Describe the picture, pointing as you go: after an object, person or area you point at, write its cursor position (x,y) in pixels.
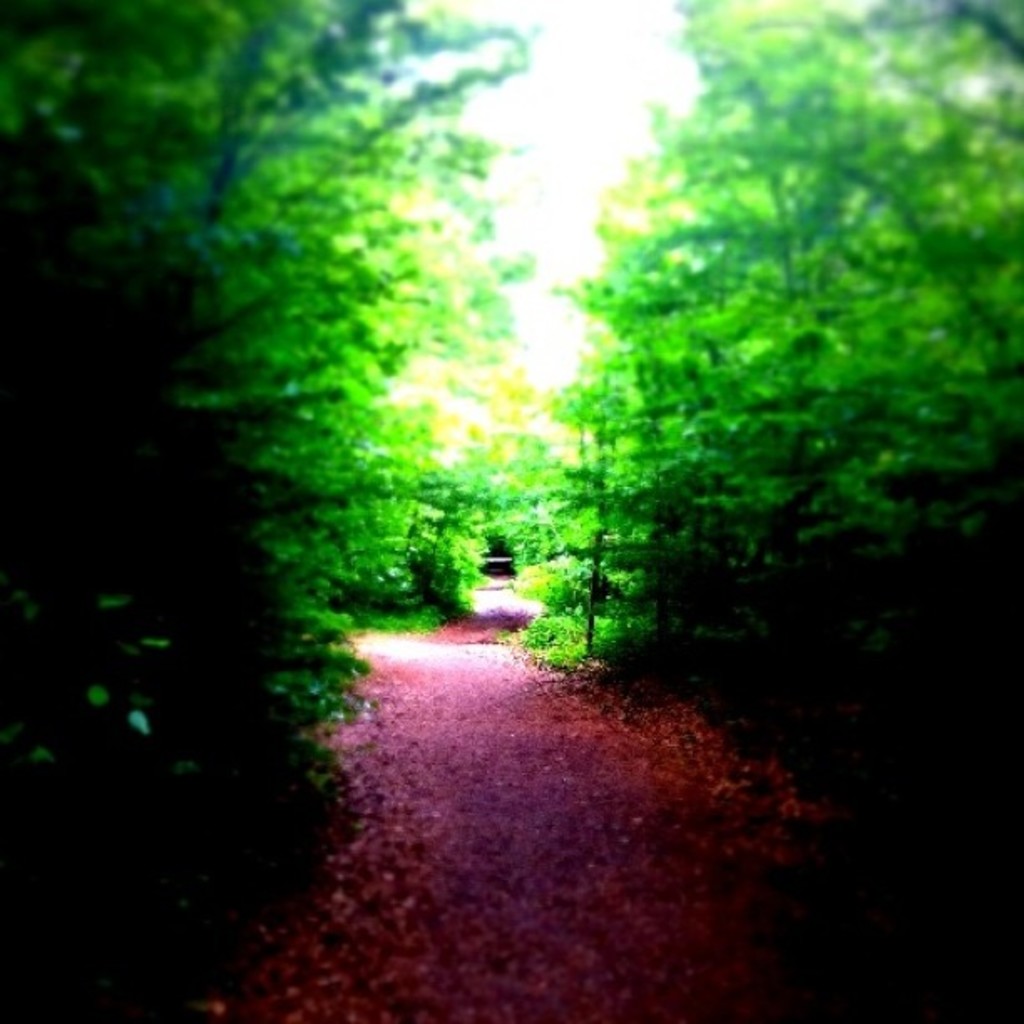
In the picture I can see the trees (267,651) on the left side (109,537) and the right side (1008,431) as well. I can see the walkway (392,674) in between the trees (452,536).
